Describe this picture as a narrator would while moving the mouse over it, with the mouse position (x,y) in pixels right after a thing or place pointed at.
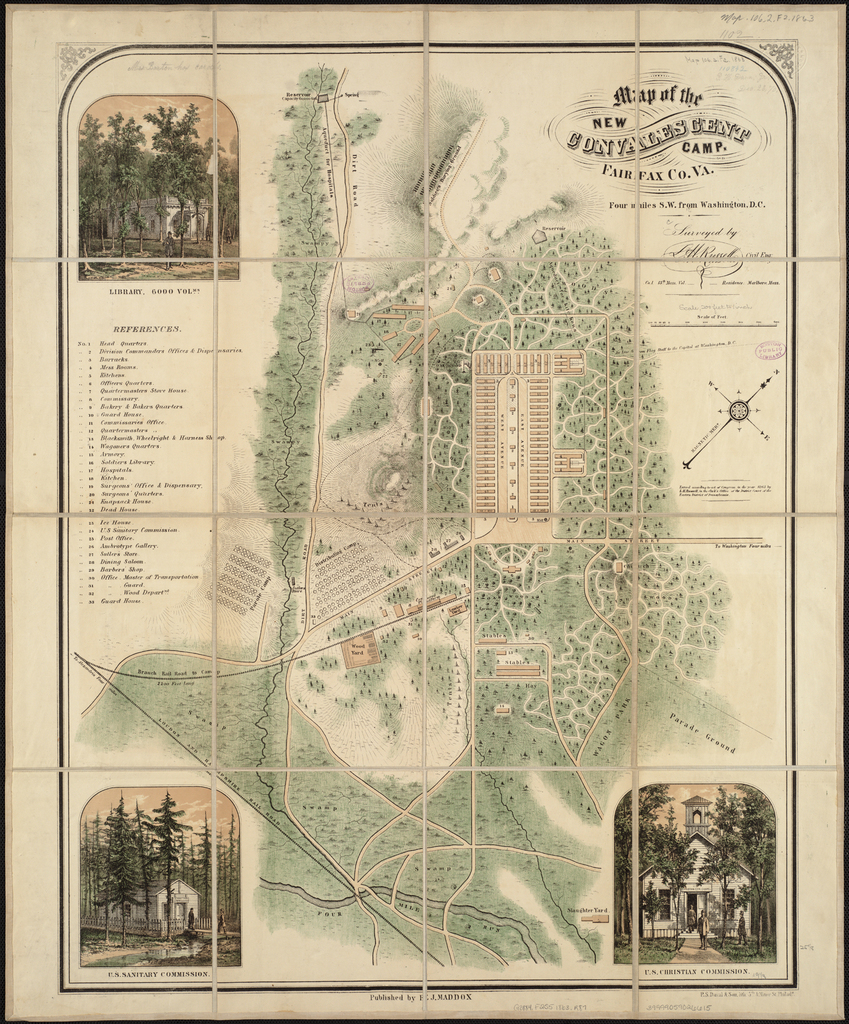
In this picture we can see a paper (723,626), there are pictures (101,267) of trees (141,216), buildings (156,204) and text (198,483) on the paper (198,474), we can see a map (479,701) in the middle (448,377).
